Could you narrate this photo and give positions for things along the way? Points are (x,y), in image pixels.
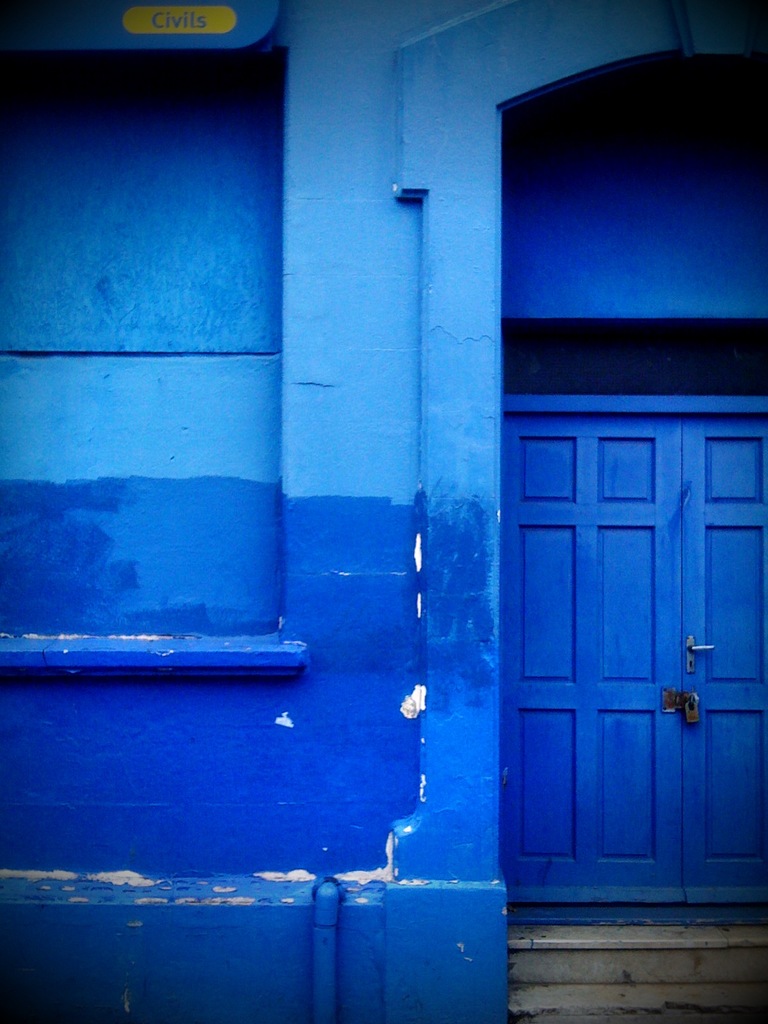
In this image there is a locked wooden door (588,538), beside the door (534,519) there is a wall (228,423).
